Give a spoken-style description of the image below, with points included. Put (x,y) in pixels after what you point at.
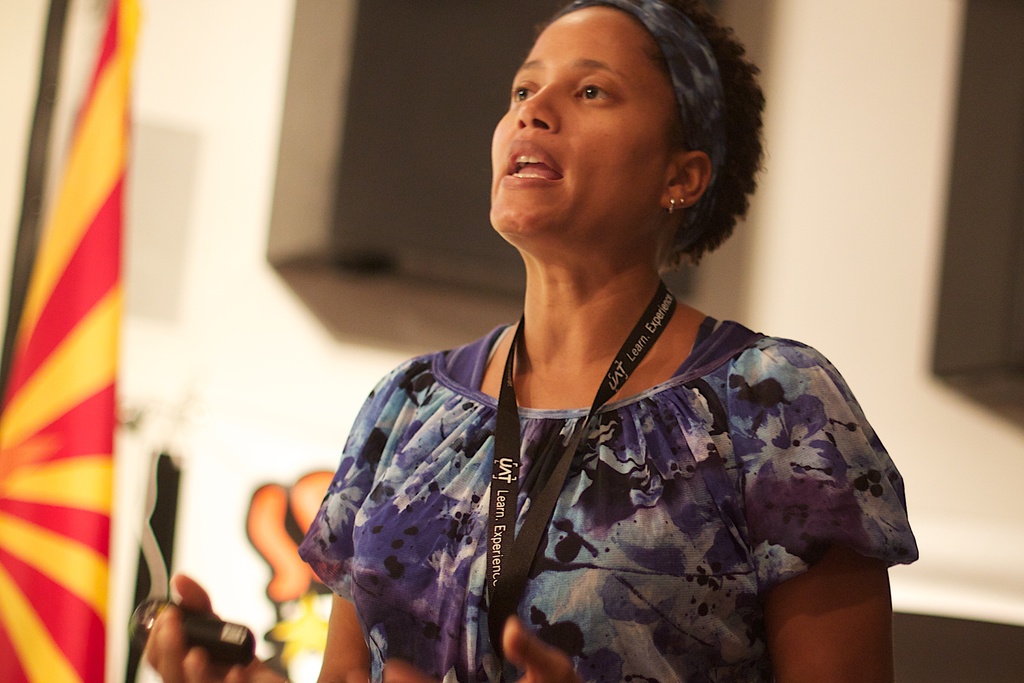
In the center of the image (628,363), we can see a lady (585,388) wearing an id card (664,321) and a band (692,108) on her head (639,123) and holding an object (222,653). In the background (53,424), there is a flag (80,403) and we can see a painting (286,527), a pole (172,505) and there is a wall (278,328).
